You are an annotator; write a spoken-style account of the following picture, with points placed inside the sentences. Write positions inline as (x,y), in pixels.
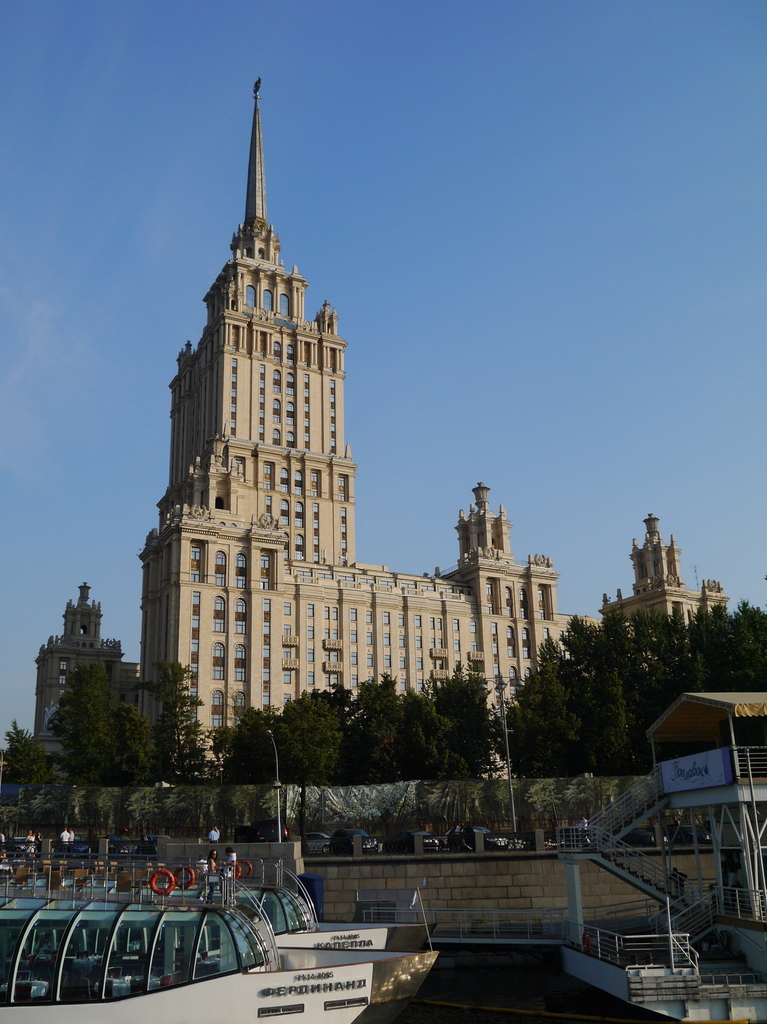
In this image we can see boats (330,943), staircase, board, poles (514,810), vehicles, wall (381,855), and people (60,836). In the background (361,707) there are trees (421,726), buildings (436,632), and sky (374,331).
